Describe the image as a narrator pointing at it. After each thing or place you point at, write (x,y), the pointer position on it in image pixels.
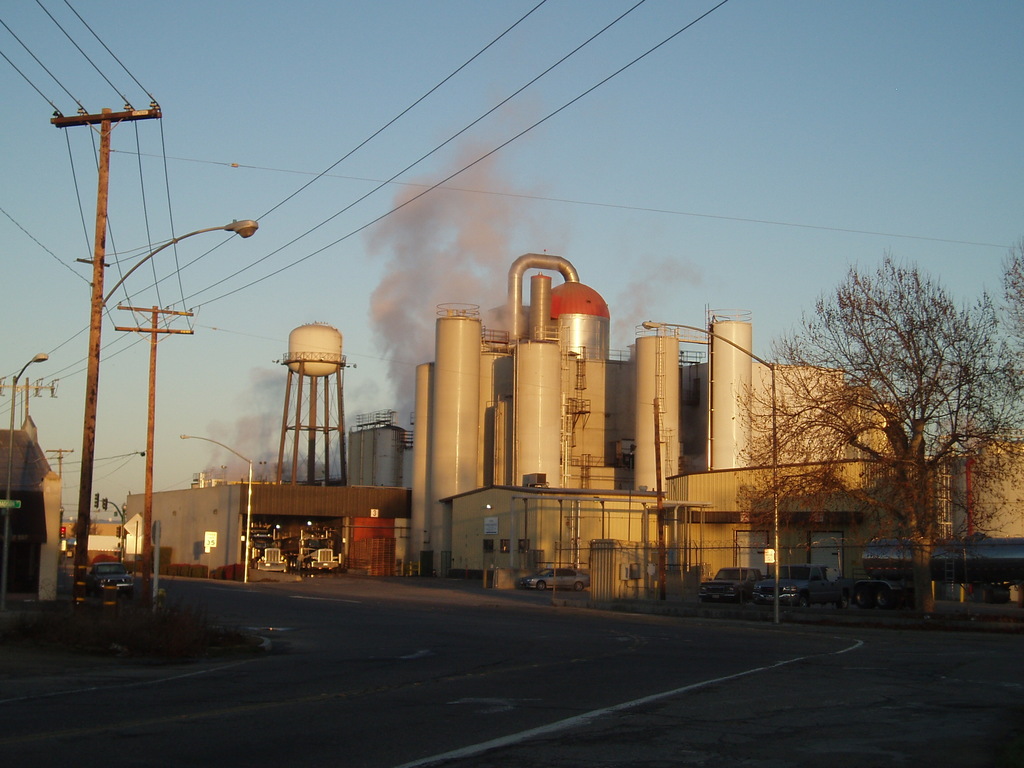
In this image in the center (434,409) there is a building (417,541), and there are some container like objects (440,446), and there are some poles (90,459), wires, streetlights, trees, vehicles (257,536). At the bottom (587,678) there is walkway (977,745), and in the center (411,294) there is some fog (404,359) coming out and at the top (224,68) there is sky (444,174).
